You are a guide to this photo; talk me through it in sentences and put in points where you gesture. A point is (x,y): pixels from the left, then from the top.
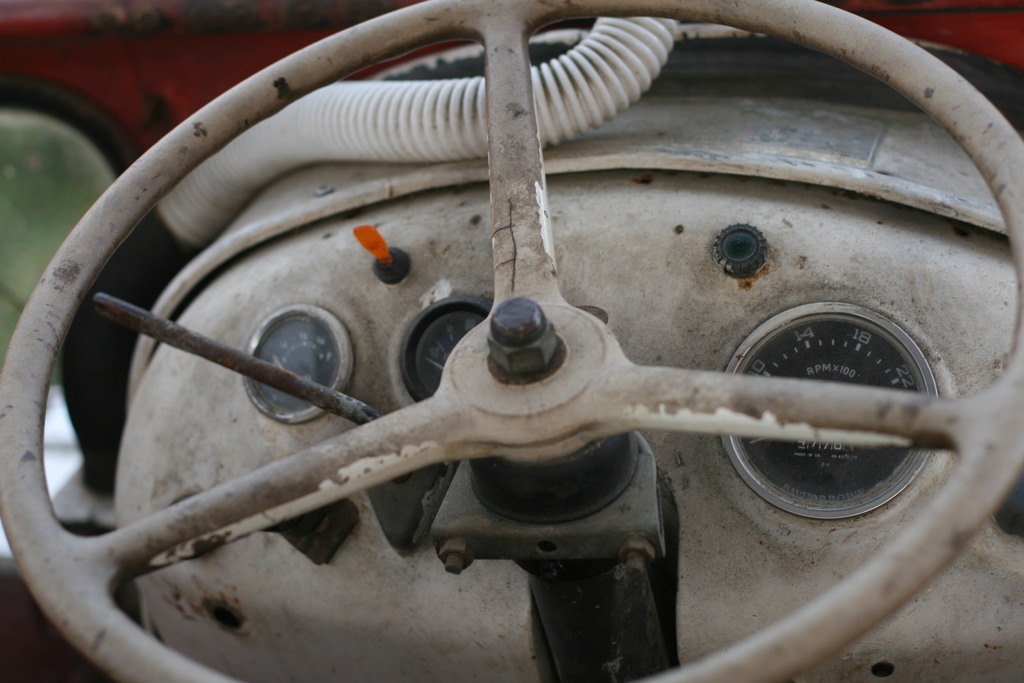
Here in this picture we can see a steering wheel (484,345) and speedometers (321,362) present in a vehicle (503,369).
